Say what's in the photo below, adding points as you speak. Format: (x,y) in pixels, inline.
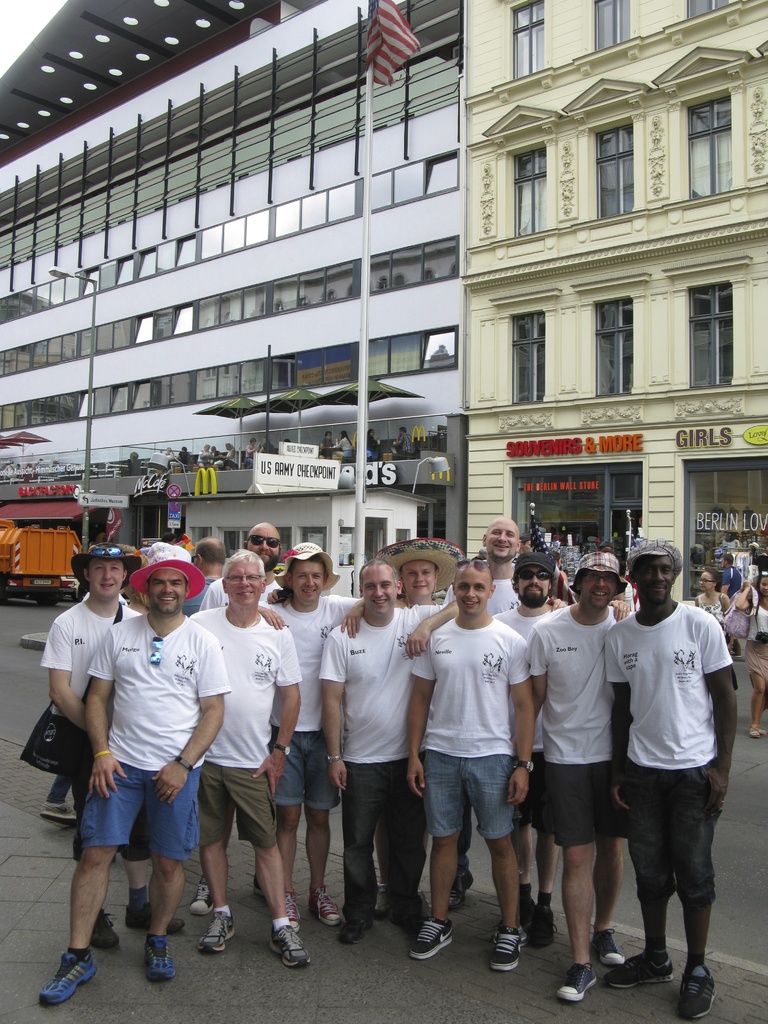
In the center of the image (327,629) we can see a group of people (377,563) are standing and some of them are wearing hats (318,554). In the background of the image (265,483) we can see buildings (540,373), windows (754,505), stores (604,489), tents (302,407), some persons (343,453), chairs (243,463), boards (369,469), poles (369,125), electric light pole (64,276), flag (371,57), vehicle (5,548). At the bottom of the image (269,937) we can see the road (289,977).
